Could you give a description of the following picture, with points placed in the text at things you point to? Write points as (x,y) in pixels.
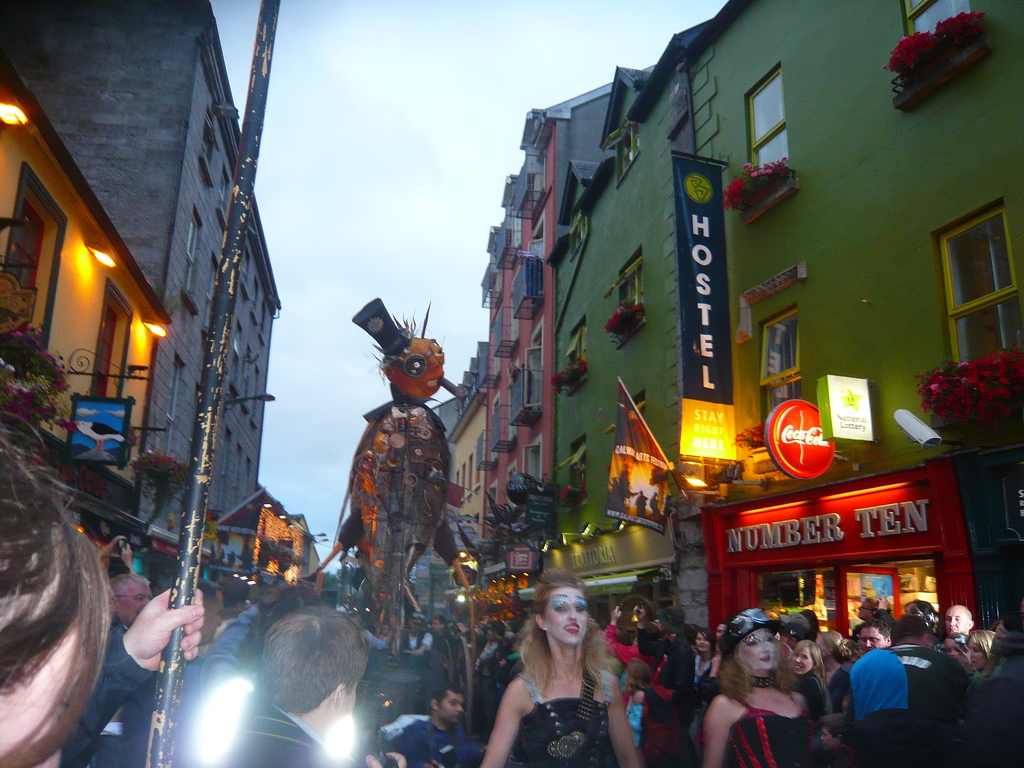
The picture is taken on the streets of a city (378,591). At the bottom of the picture (435,630) there are people (292,755) and other objects (213,438). On the left (106,183) there are buildings (66,395), flower pots (48,364) and lights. On the right (806,187) there are buildings (487,392), banners (686,412), lights (786,436) and flower pots (922,385). Sky (481,248) is cloudy.
